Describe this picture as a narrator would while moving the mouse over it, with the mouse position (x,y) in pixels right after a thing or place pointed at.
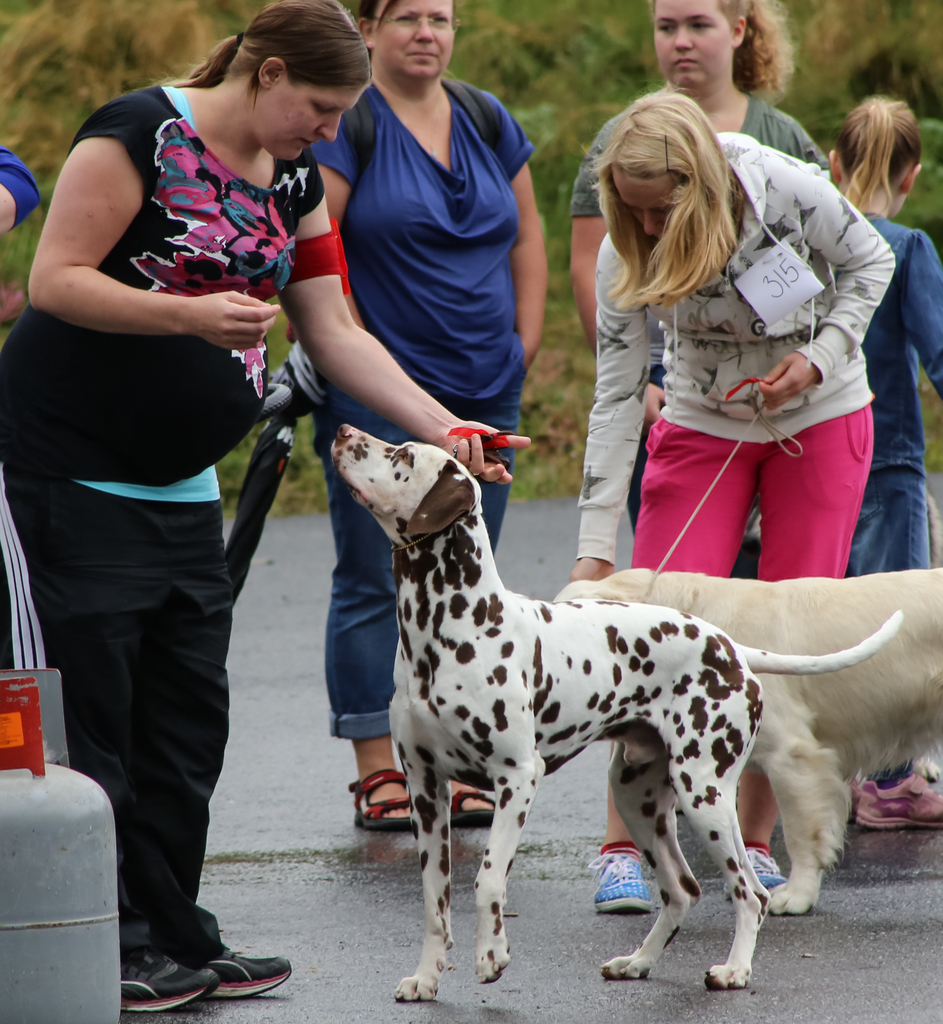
In the picture there are group of women (650,316) pampering the dogs (644,680) on the road (258,631), to the left there is a cylinder (46,896), the road (352,913) is wet, in the background (566,119) there are some trees (570,225) and grass (556,421).
